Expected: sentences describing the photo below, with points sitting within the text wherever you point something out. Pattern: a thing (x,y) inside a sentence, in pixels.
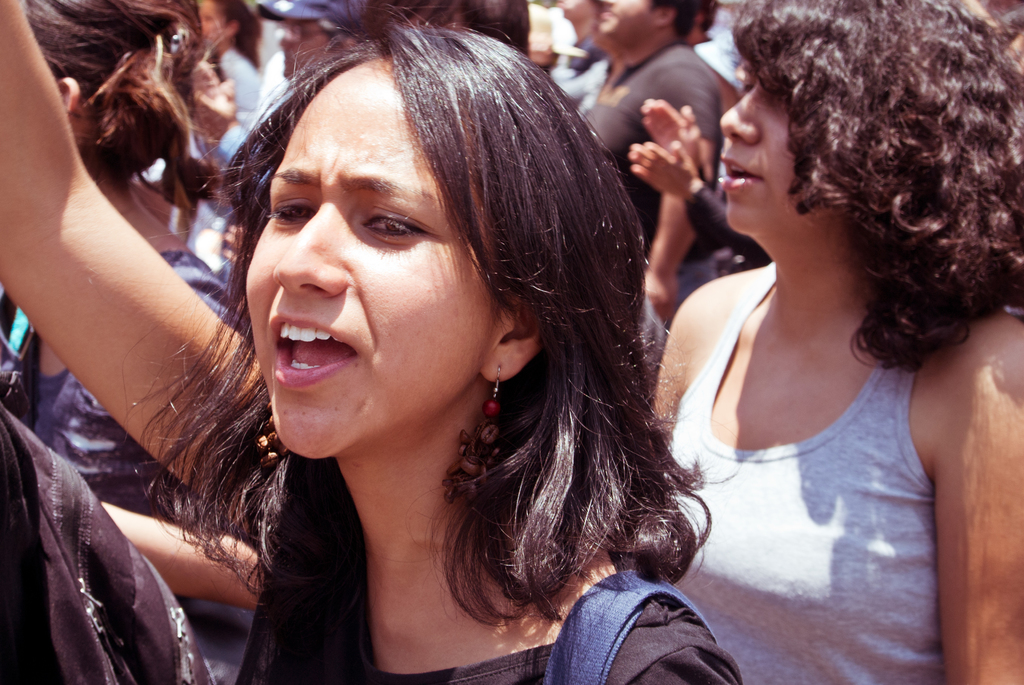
In this picture I can see 2 women (461,361) standing in front (67,317) and in the background (154,91) I can see number of people (583,4) and I see that it is a bit blurry on the top of this picture (315,23).
